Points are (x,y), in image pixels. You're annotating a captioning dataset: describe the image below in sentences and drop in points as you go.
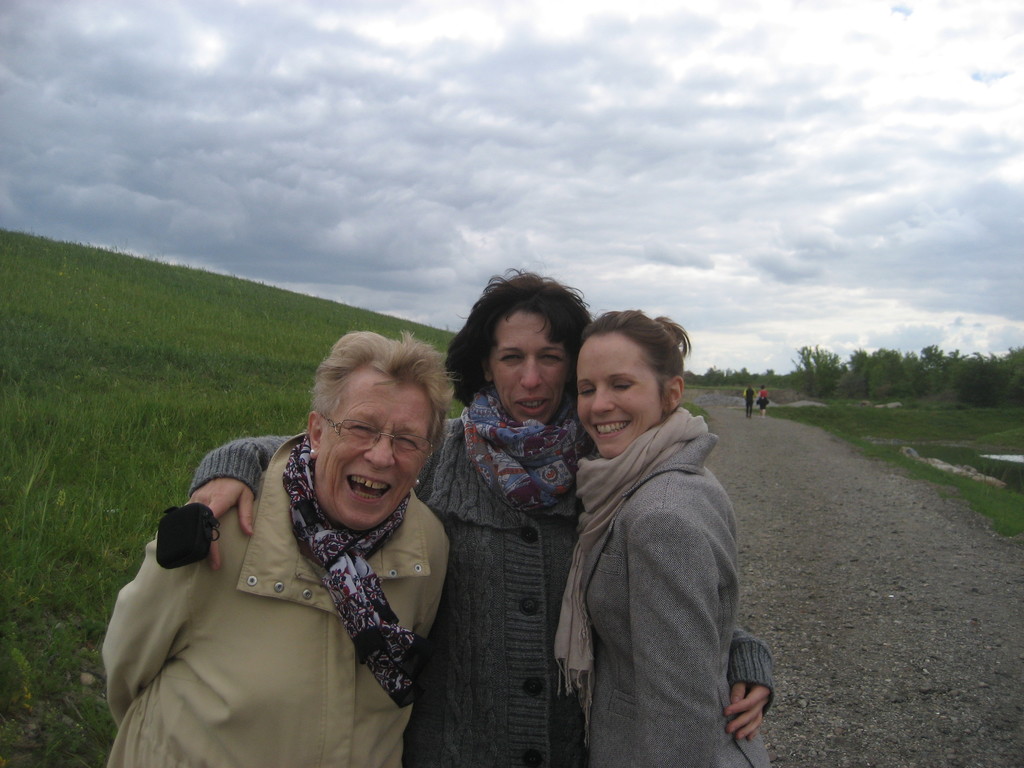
In this picture we can see three people (279,503) wore coats (334,612), scarves (399,527) and smiling and at the back of them we can see the grass (295,328), two people (752,391) on the road (743,531), trees (971,383) and in the background (735,354) we can see the sky (751,365) with clouds (551,50).
